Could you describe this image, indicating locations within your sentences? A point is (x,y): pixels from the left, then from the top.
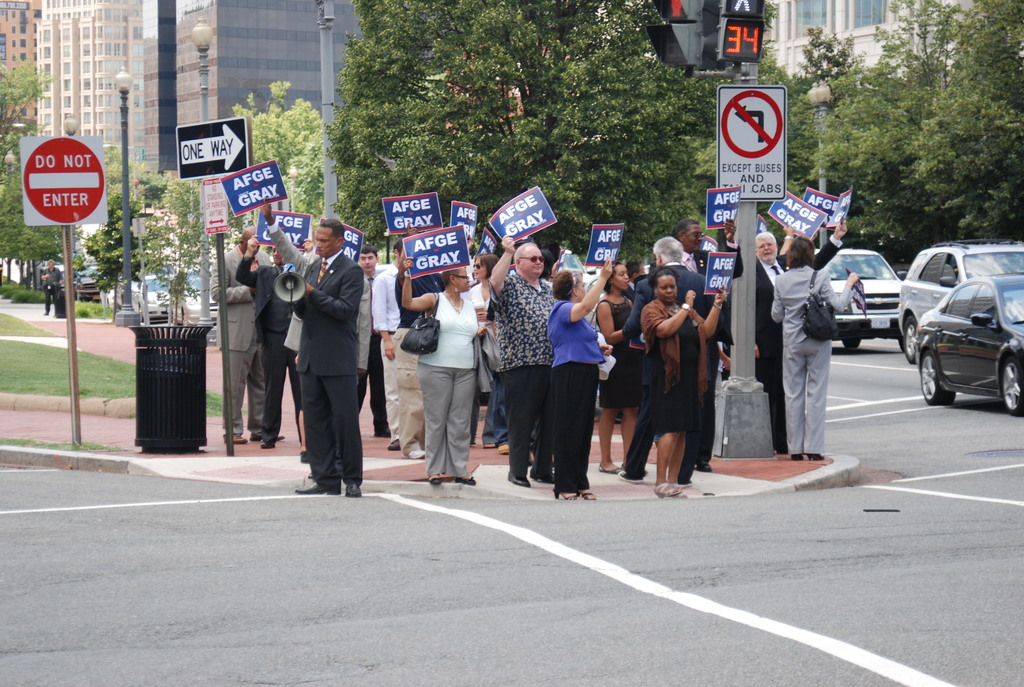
In the picture I can see this person (352,350) wearing blazer (337,321) is holding a megaphone (289,297) and standing on the road (590,508) and in the background (278,318), we can see a few more people (514,352) holding placards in their hands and standing on the sidewalk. Here we can see caution boards (731,113), trash can (185,379), traffic signal poles (743,228), vehicles (970,370) moving on the road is on the right side of the image (1004,294), we can see trees (633,66), light poles (7,160) and the buildings (279,58) in the background (113,31).
